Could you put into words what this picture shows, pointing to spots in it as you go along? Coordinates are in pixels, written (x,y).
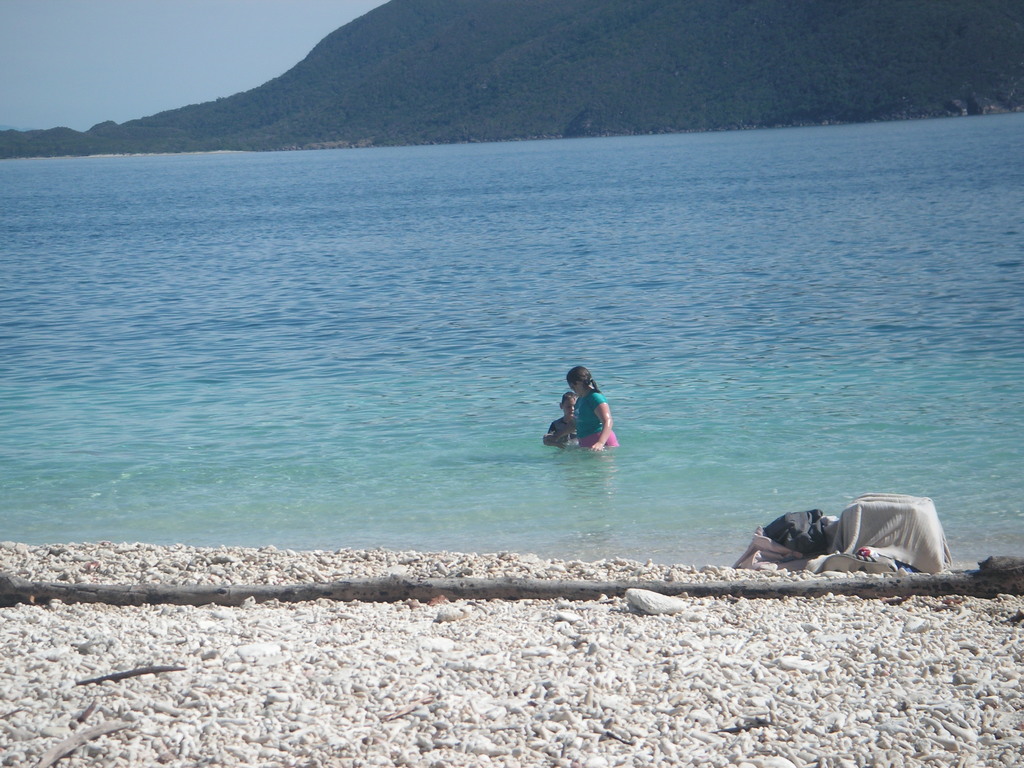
Here people (581,381) are in the water (567,338), here there are pebbles (741,718) and this is sky (105,60).
